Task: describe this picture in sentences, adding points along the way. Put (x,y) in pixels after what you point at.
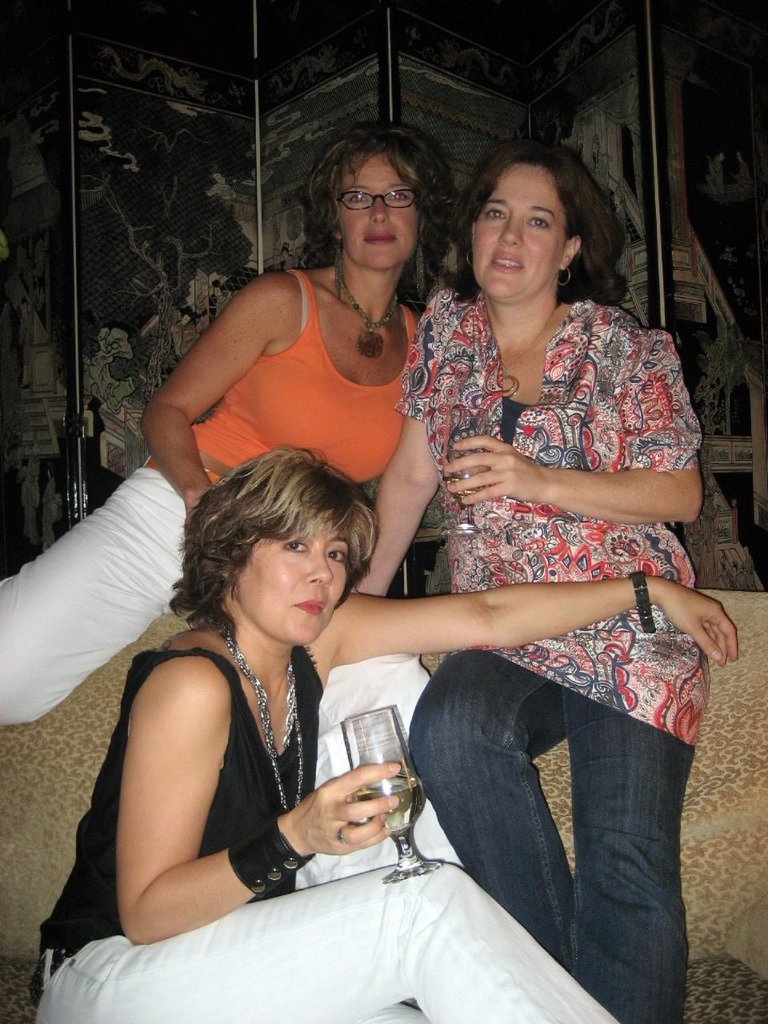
In this image, there are a few people (132,964). Among them, two people (494,570) are holding glasses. We can also see the sofa (730,735). In the background (173,338), we can see the wall (274,5) with some architecture (173,338).
